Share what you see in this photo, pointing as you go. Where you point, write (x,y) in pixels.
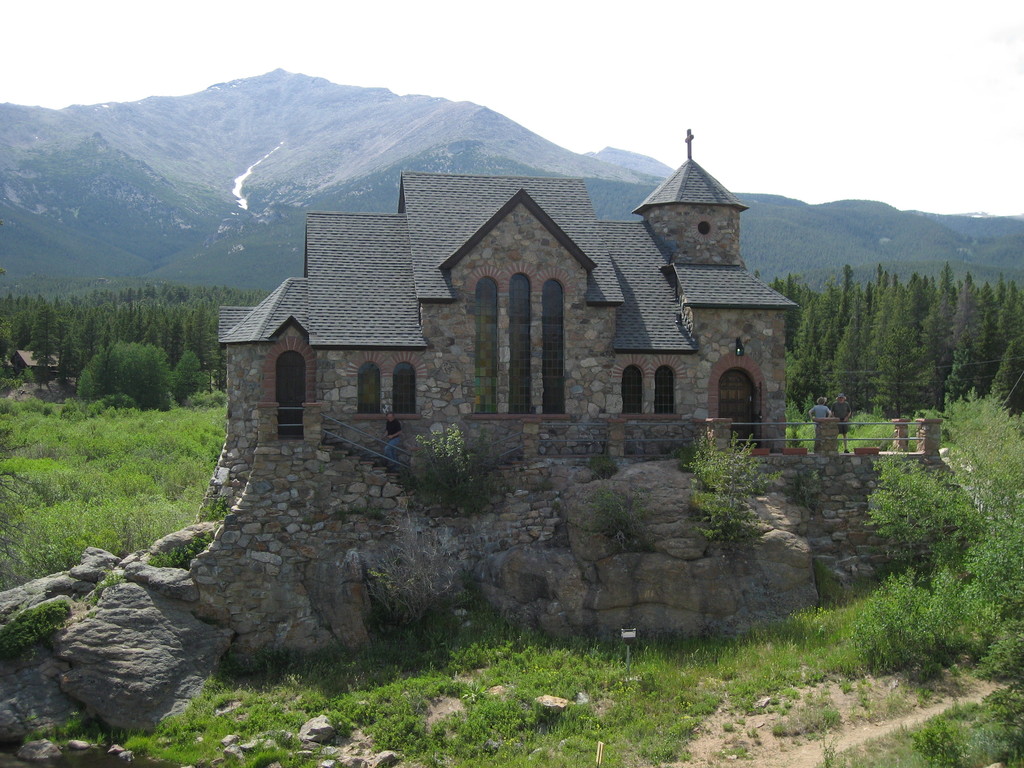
This image consists of a house (242,516). At the bottom (608,646), there are rocks (116,597) and green grass (610,713). On the left (221,442) and right, we can see plants (10,446) and trees (9,341). In the background (385,162), there is a mountain (495,111). At the top (746,102), there is sky (844,27).
